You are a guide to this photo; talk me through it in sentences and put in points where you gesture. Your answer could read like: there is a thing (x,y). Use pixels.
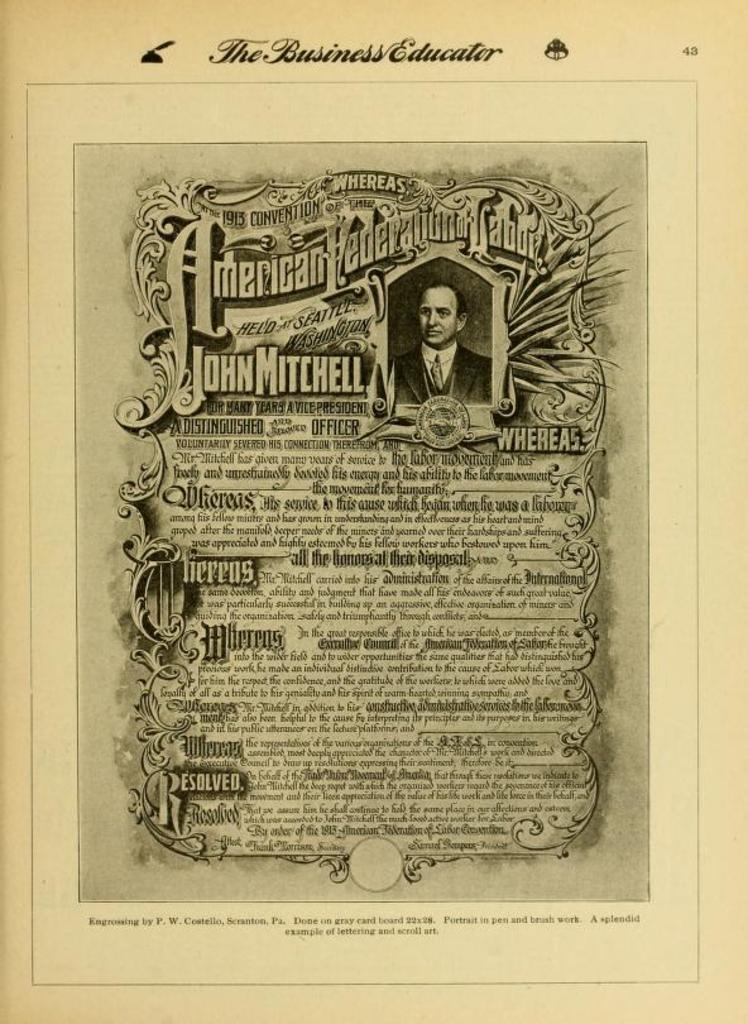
In the picture we can see an article (266,466) which is taken from an editorial (229,545) in which there is some text (284,444) and we can see the picture (492,305) of a person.
